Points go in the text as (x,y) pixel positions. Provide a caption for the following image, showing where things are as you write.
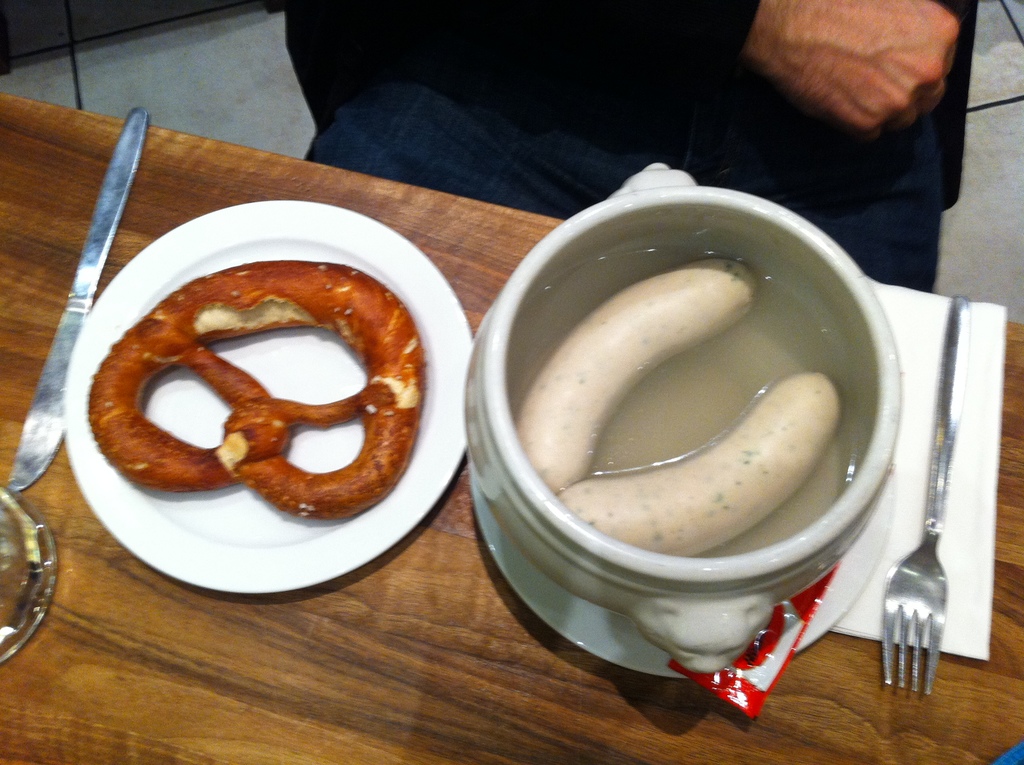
On the right side (724,485) there are hot dogs (779,429) in a bowl (695,415), and there is a fork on the table (5,212), on the left side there is a knife (129,131).
